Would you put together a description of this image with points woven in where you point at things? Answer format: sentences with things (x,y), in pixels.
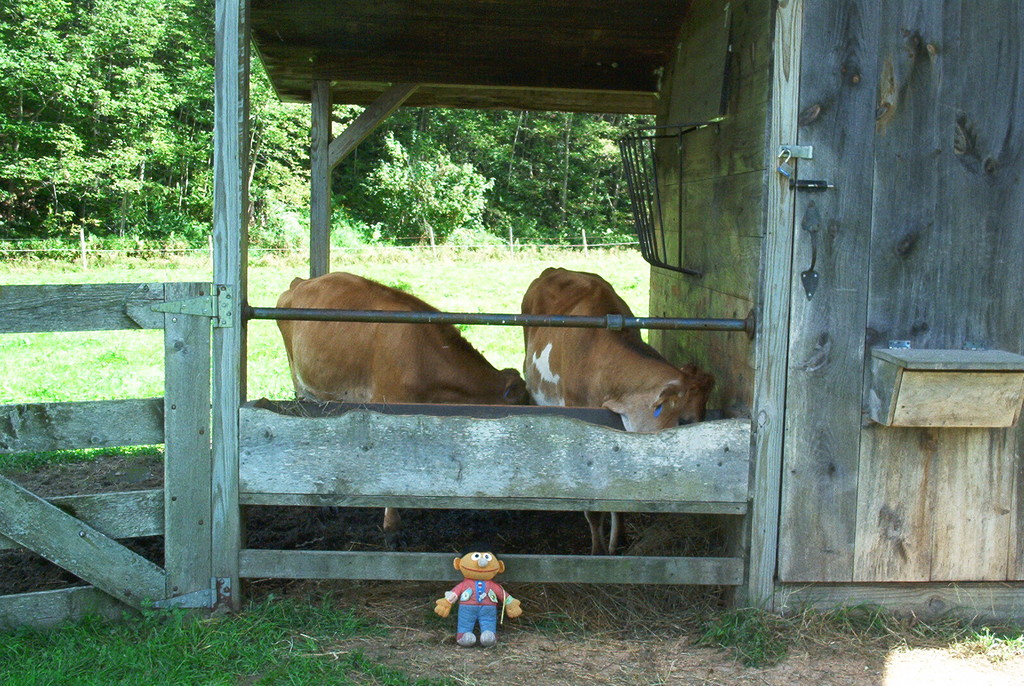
In the center of the image (387,287) there are two cows (508,402). At the bottom of the image (464,579) there is toy (457,564). In the background of the image (151,173) there are trees (164,124). There is a wooden fencing (168,321).
